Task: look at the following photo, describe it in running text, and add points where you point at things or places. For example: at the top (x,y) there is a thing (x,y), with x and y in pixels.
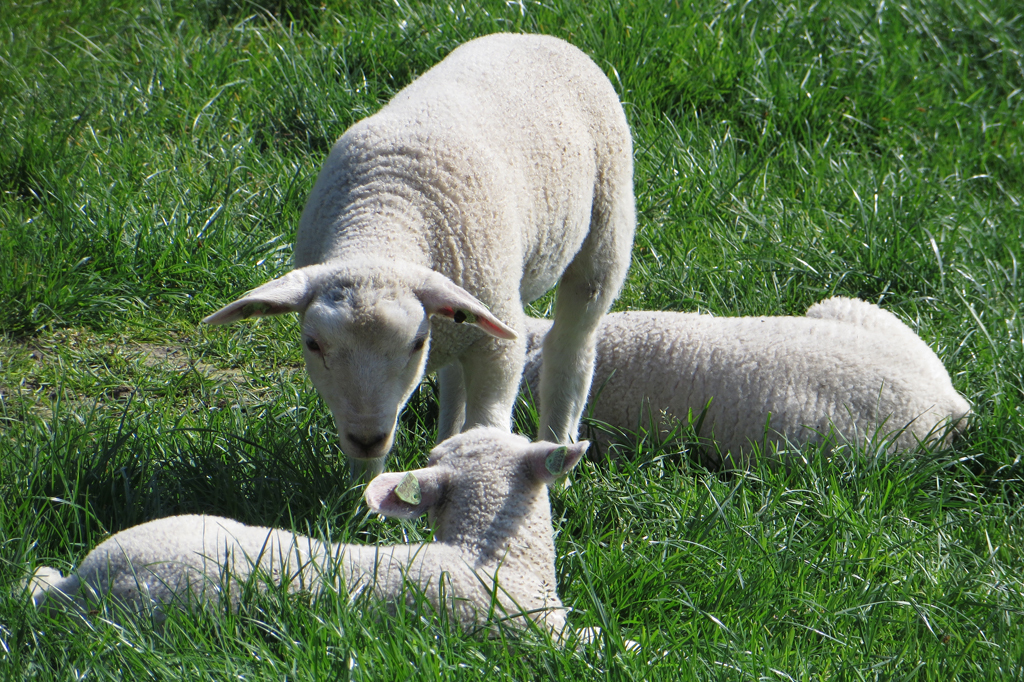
In this picture we can see a white color sheep (484,296) standing in the middle of the ground (396,442). Beside there are two more sheep (805,358) sitting on the grass ground (668,602).
